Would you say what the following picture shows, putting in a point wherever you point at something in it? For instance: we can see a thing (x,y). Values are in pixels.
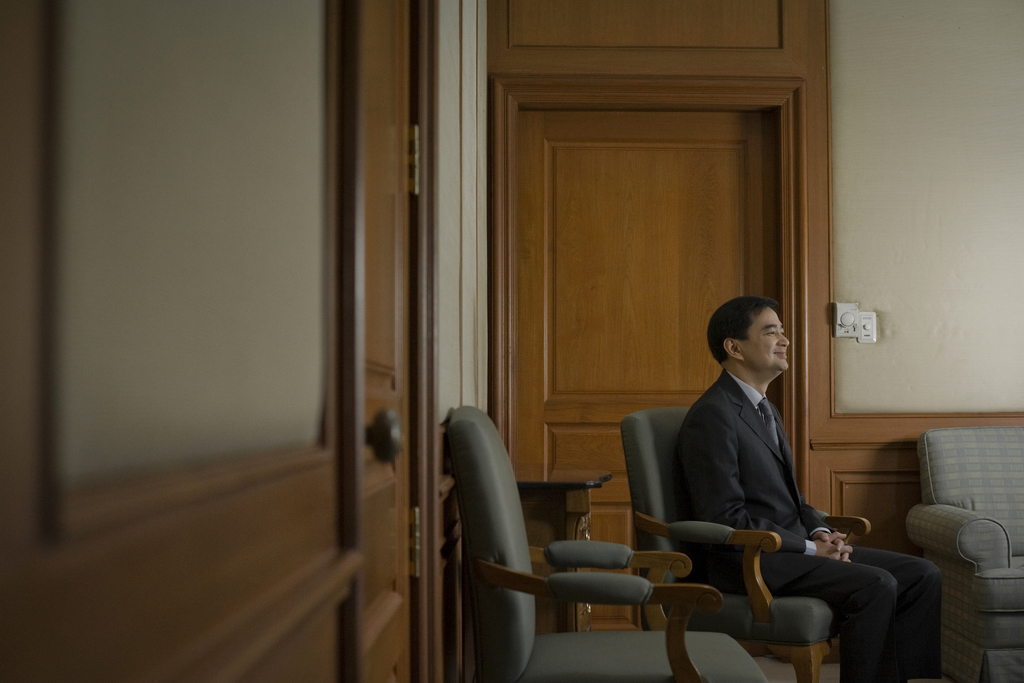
The image is taken in the room (691,216). In the center of the image (627,438) there is a man (808,579) sitting on the chair (756,580). On the right (982,569) there is a sofa (988,574). In the background (677,288) there is a door (689,171), wall (877,235) and a cupboard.
